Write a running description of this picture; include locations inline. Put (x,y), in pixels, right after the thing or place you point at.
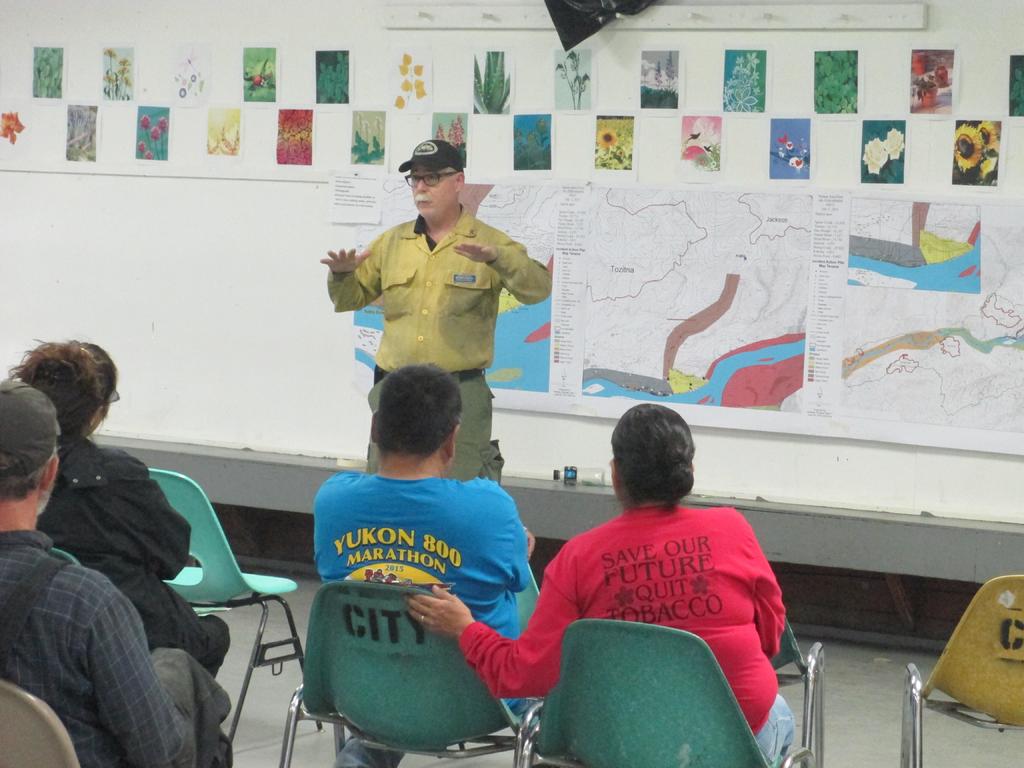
A picture inside of a room (469,552). This persons (56,526) are sitting on a chair (417,698). On wall (757,140) there are different type of pictures (431,89) and posters (646,324). This man (445,320) is standing and wore yellow shirt (474,268) and cap (436,144).
